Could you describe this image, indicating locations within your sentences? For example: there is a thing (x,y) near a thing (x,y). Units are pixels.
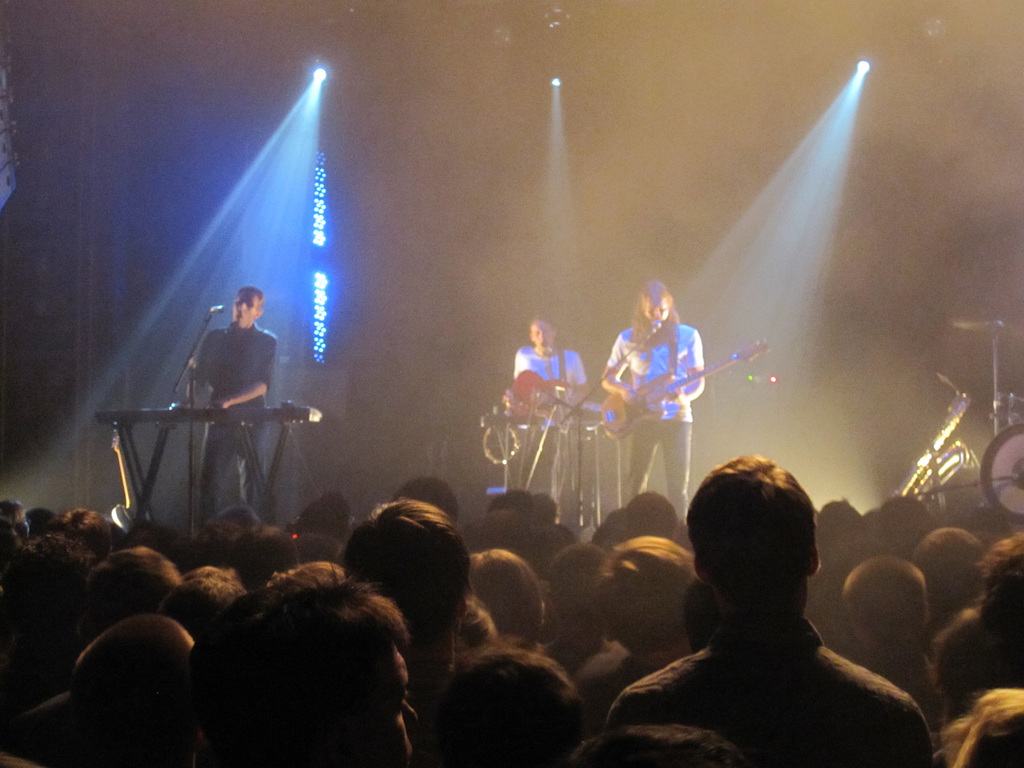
in the center (663,367) we can see two persons (688,343) were standing on the stage (520,475). Two persons (653,346) were holding guitar (651,403). On the left (217,380) we can see person (250,358) playing keyboard (247,410), in front of him we can see microphone (218,308). In the bottom (558,576) we can see group of persons (577,657) were standing. And some musical instruments (948,468) around them.
